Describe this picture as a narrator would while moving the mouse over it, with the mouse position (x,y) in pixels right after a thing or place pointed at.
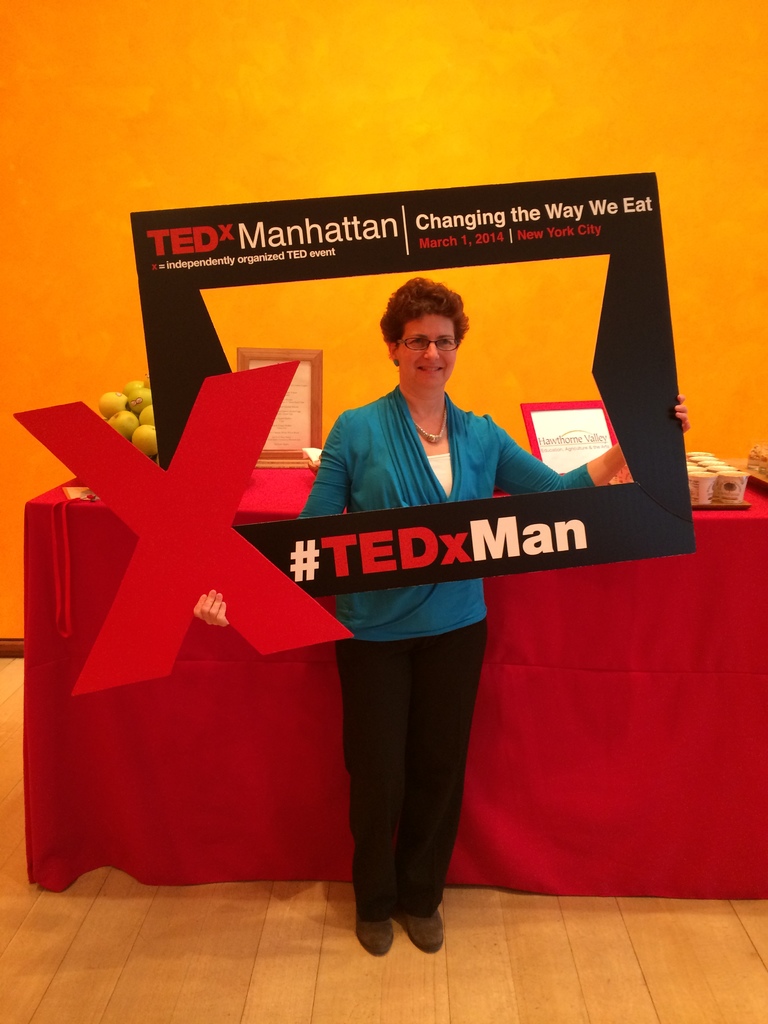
In the center of the image (460,434), we can see a person (405,357) wearing glasses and holding a board (463,524). In the background (647,628), there is a table (725,544) with cloth (728,518) and we can see cups (696,452), a board (565,427) and some fruits (116,421) on the table (57,507) and there is a wall (527,133). At the bottom (512,934), there is floor (532,919).
